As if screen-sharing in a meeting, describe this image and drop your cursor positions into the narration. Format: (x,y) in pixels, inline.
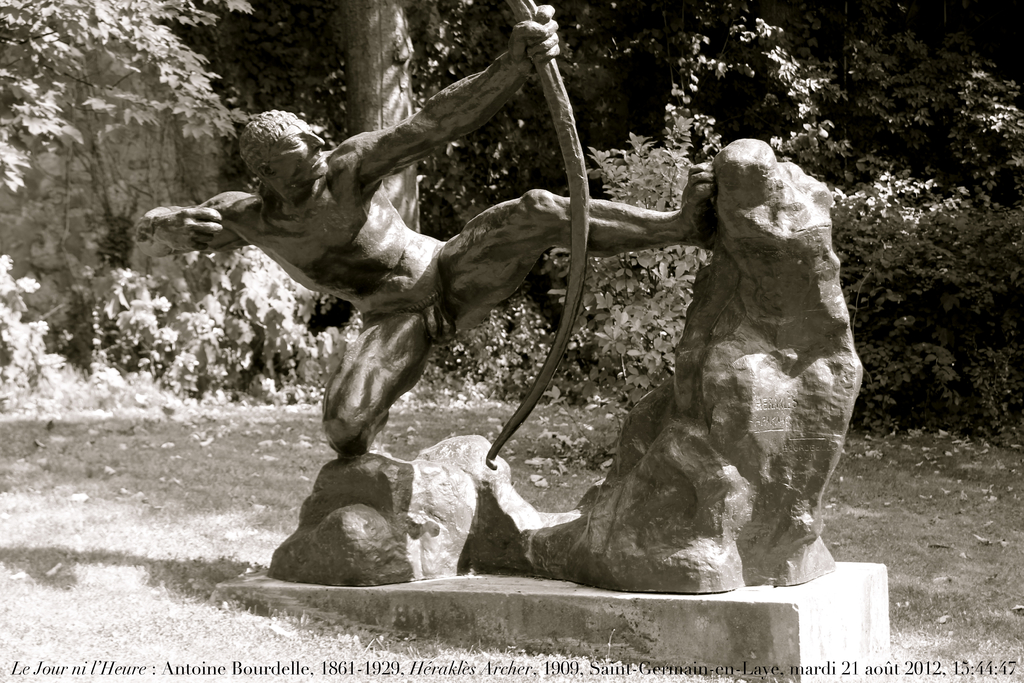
It is a black and white image, there is a sculpture (336,233) and behind the sculpture (227,207) there are many trees (492,180).
